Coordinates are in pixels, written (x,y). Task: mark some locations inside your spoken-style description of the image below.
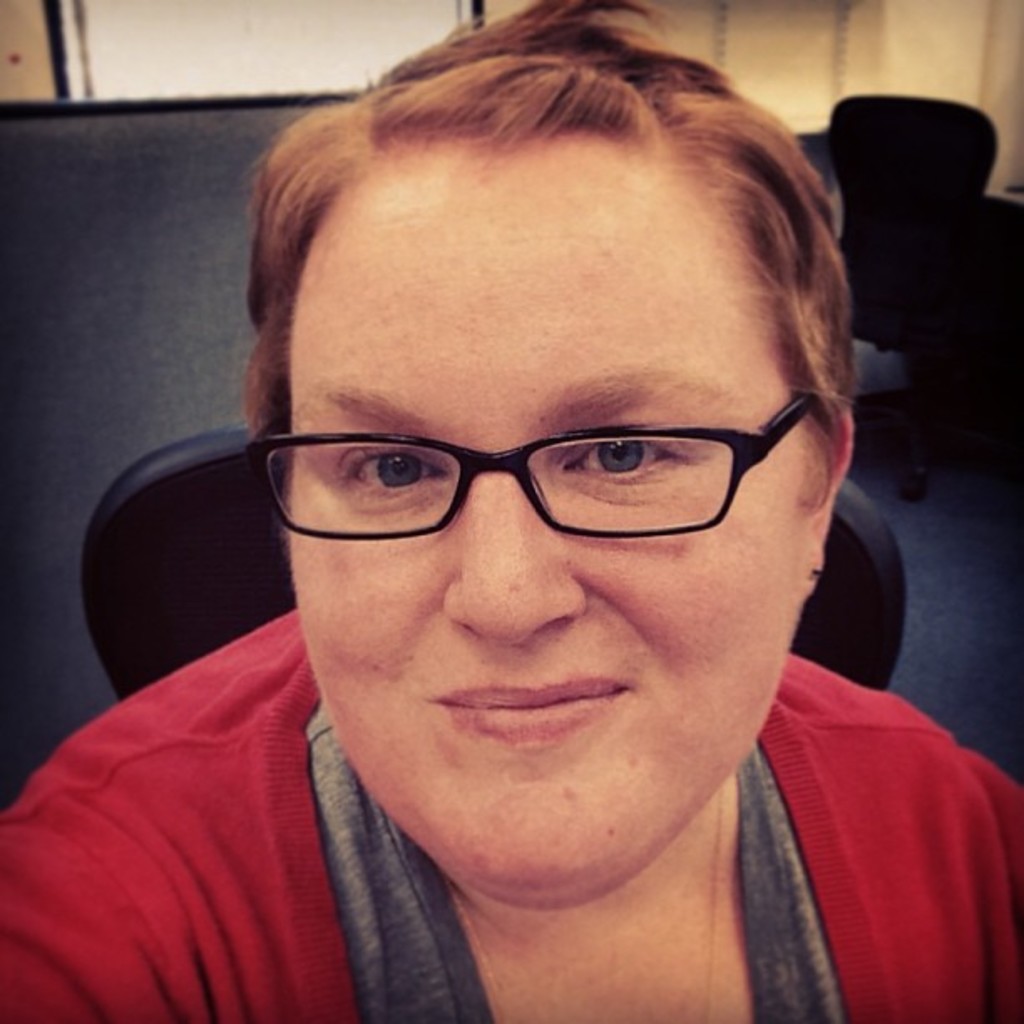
In this image we can see a lady (627,415) is sitting on the chair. There is a chair (844,224) behind a person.
